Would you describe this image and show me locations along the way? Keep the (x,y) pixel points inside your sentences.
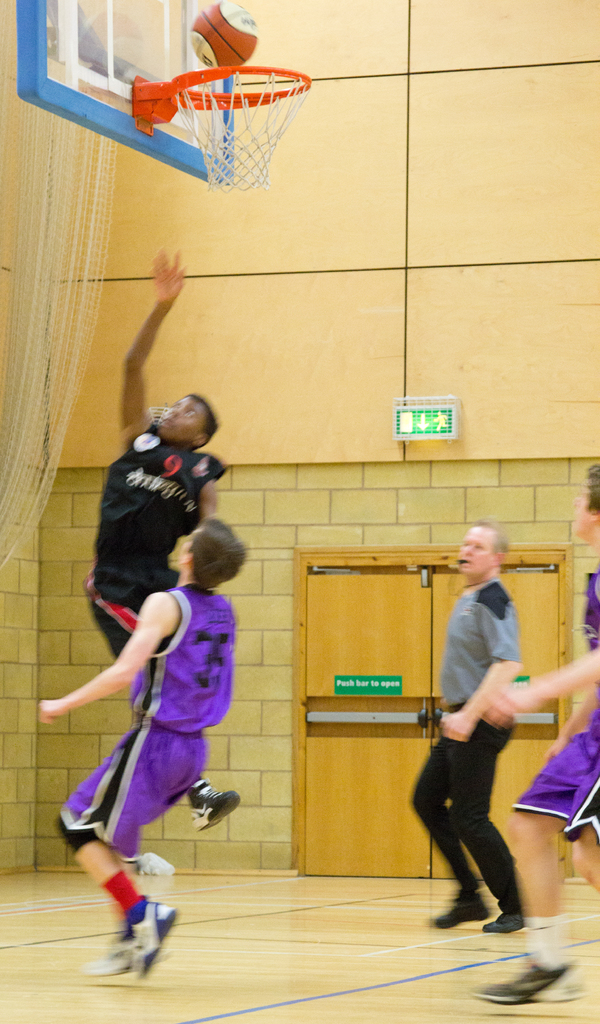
In this image I can see three persons (504,707) are playing a basketball on the ground (92,941) and one person (428,808) is walking. In the background (415,824) I can see a wall (170,370), goal net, board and door (415,674). This image is taken may be on the ground (302,910).
